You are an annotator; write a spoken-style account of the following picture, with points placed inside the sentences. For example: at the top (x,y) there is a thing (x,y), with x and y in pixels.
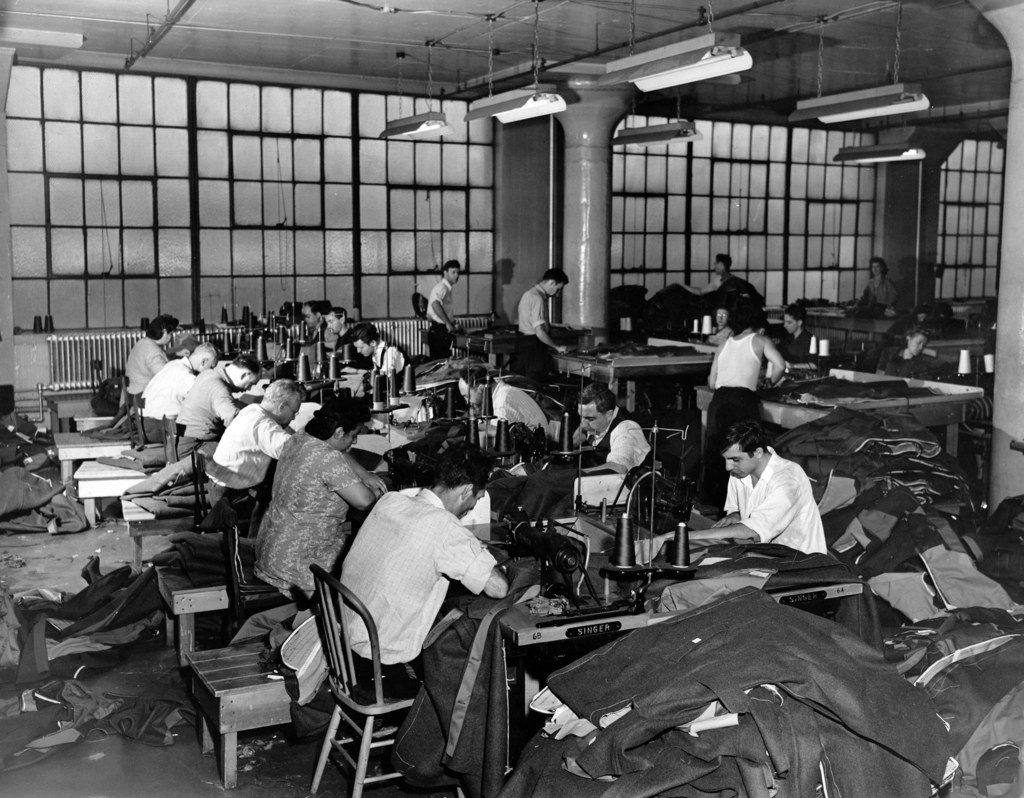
In this image I can see group of people (451,541) sitting on the chairs (368,709). In front of them there is a sewing machine (563,585). From them some people (322,524) are stitching the clothes (488,680) and of them are standing and doing something. I can also see window (205,173), lights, roof (728,90) in the image.
